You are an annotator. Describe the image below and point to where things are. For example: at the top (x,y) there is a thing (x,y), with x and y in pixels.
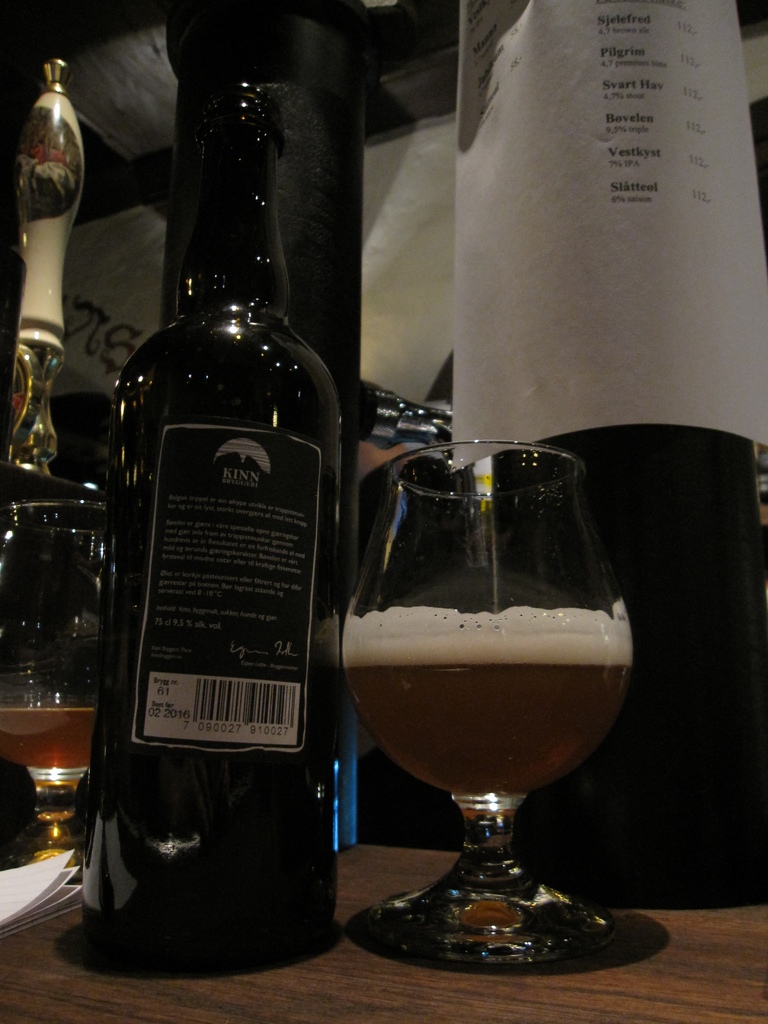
In this image, we can see bottles (322,676) and there is a glass (441,630) with drink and some papers (43,903) are placed on the table (653,946).
